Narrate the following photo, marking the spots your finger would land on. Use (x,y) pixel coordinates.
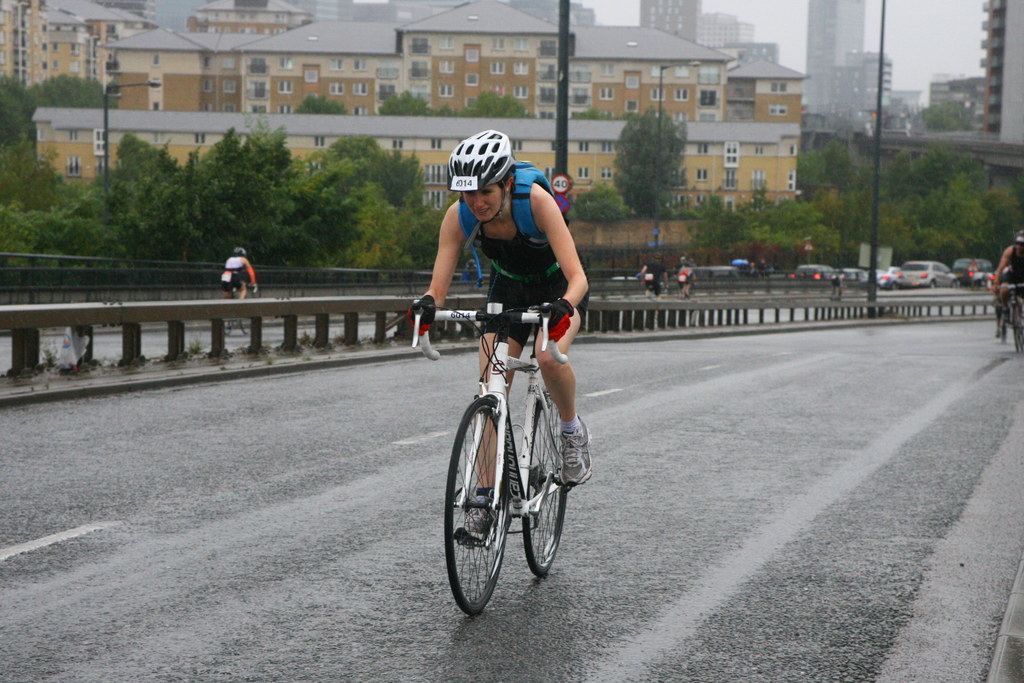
In this image we can see few people (472,263) riding bicycles (532,490) on the road (429,516), there are few vehicles (984,262), trees (213,227), buildings (428,197), there are few poles (878,145), boards (562,203) to the pole (566,167) and a light pole (144,83), railing (751,279) and the sky (898,46) in the background (788,50).
